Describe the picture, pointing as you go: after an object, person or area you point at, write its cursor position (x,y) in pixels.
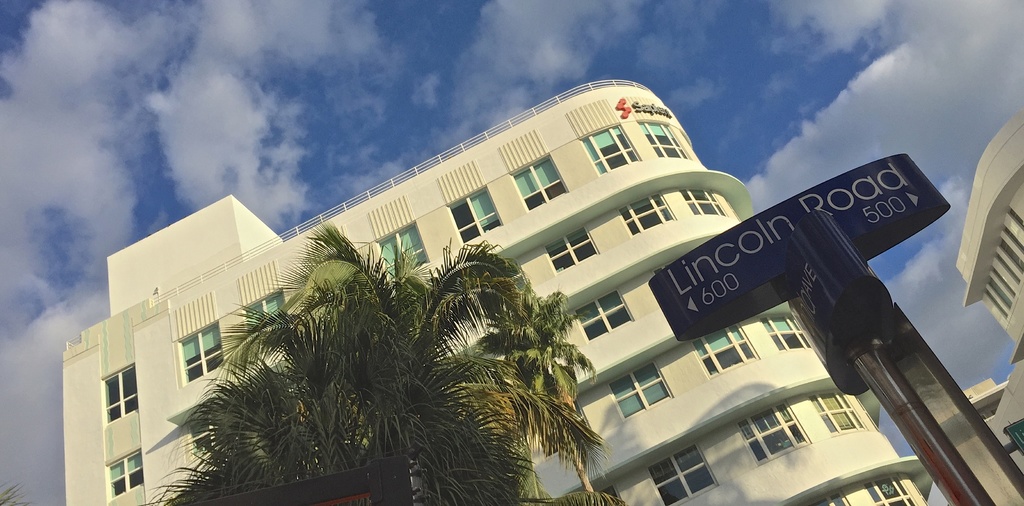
In this image there are some buildings (214,372), pole (948,374) and board (752,273) and on the board (787,238) there is some text (860,211). And at the bottom (343,400) there are some trees (262,406) and at the top of the image (522,92) there is sky (354,61).
